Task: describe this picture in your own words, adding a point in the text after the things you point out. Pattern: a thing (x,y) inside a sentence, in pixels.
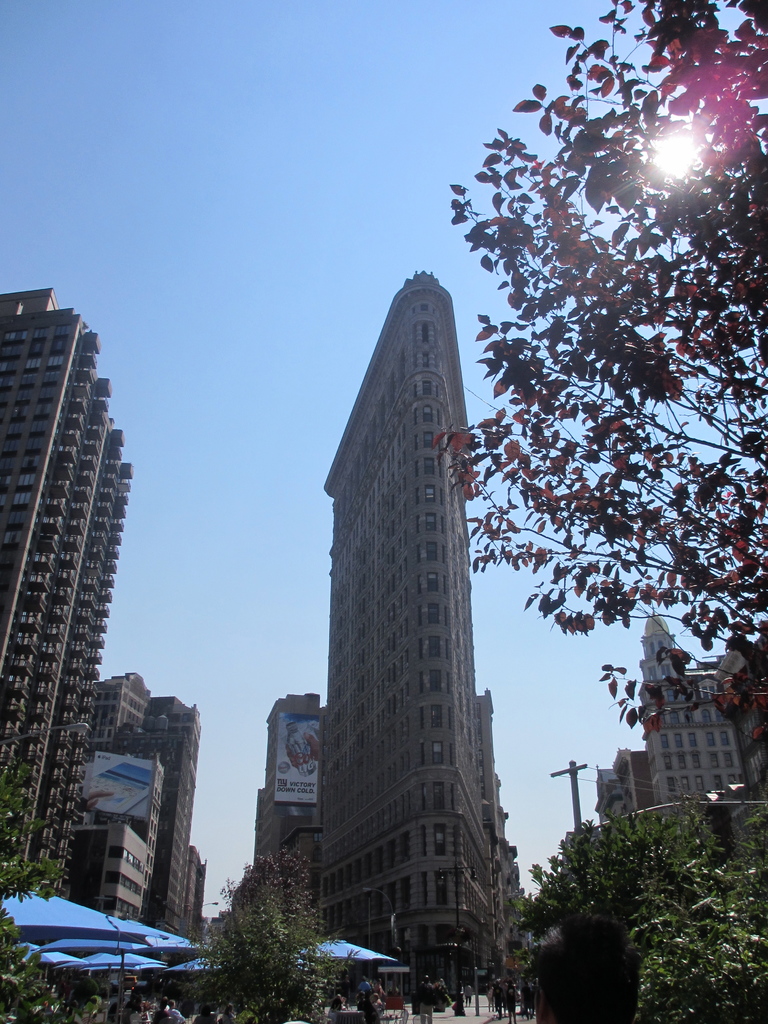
In this image there are tall buildings (447,401). There are trees (720,897). There is a sky (535,538).
